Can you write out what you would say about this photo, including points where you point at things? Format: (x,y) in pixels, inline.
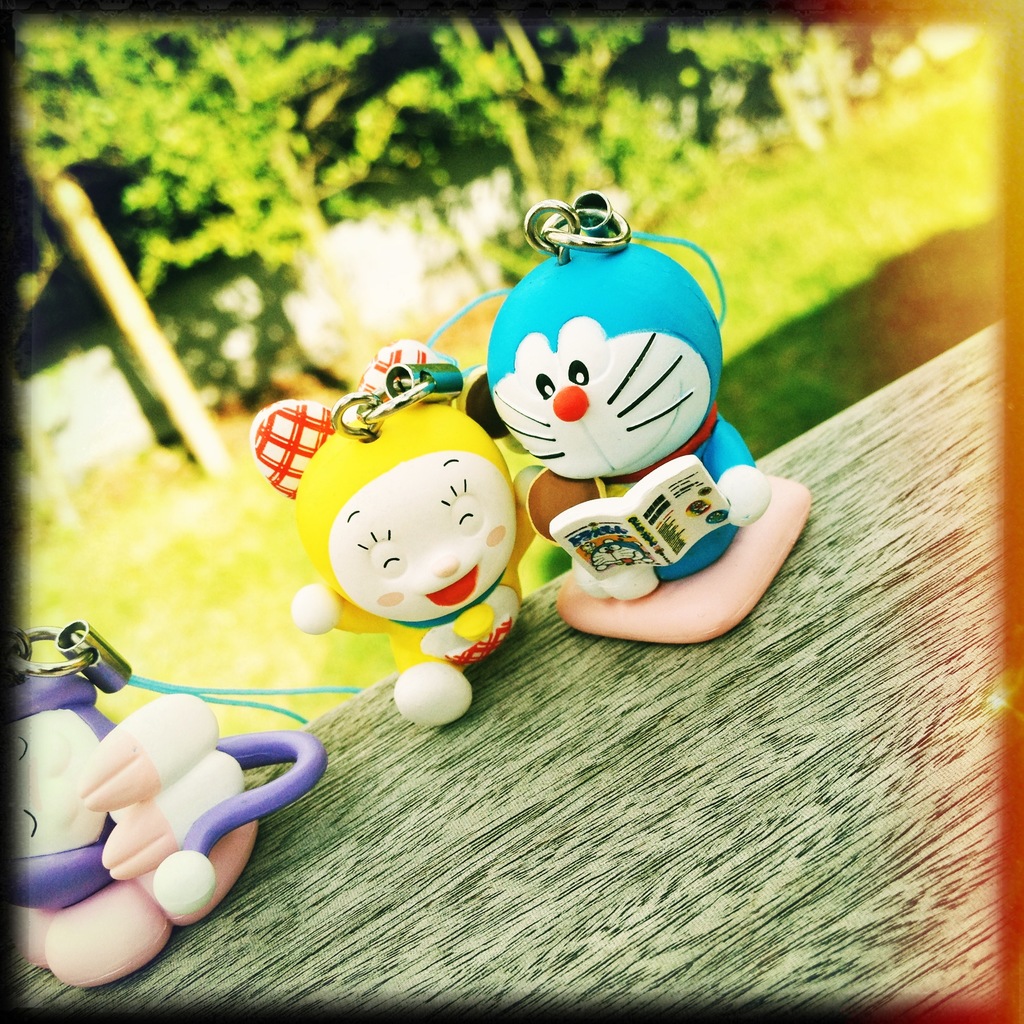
In the foreground of this image (288,868), there are toys (750,503) on the wooden surface (670,803). In the background (789,221), there is grassland (789,248) and trees (618,111).
